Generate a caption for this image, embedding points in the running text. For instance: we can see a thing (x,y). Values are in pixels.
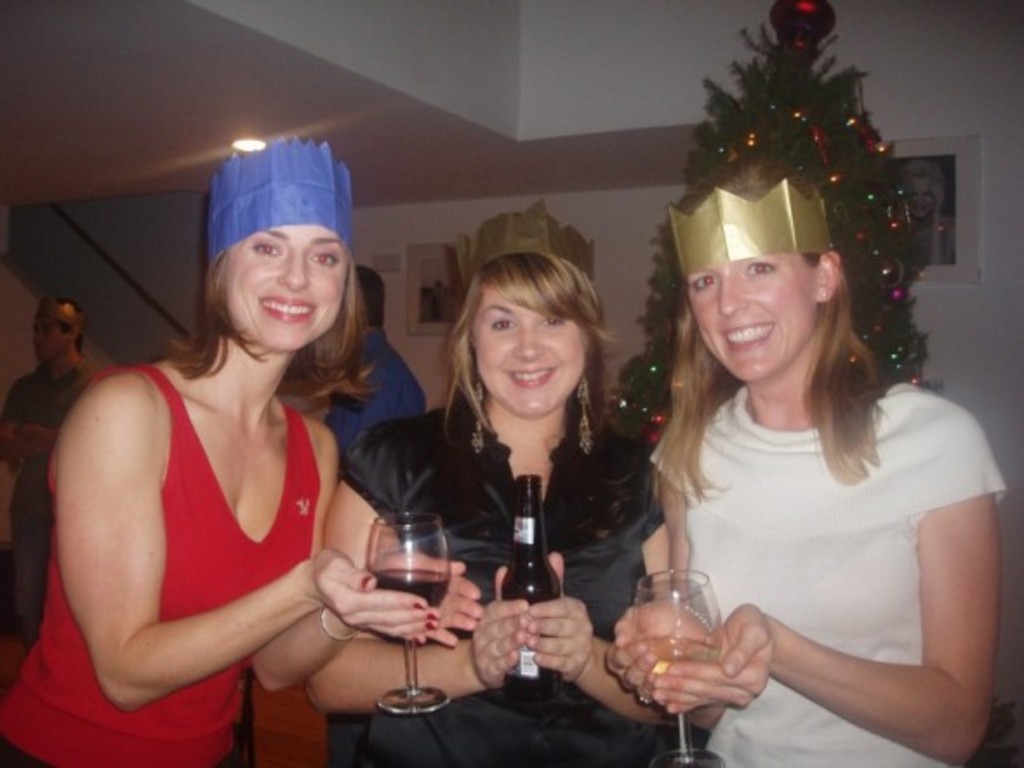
In this image we can see three persons (514,475) are standing, and smiling, and holding a beer bottle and glass (402,533) in the hand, at the back (450,257) there is an Xmas tree (615,412), there is a ceiling light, there is a wall (870,102) and photo frames (439,303) on it.
